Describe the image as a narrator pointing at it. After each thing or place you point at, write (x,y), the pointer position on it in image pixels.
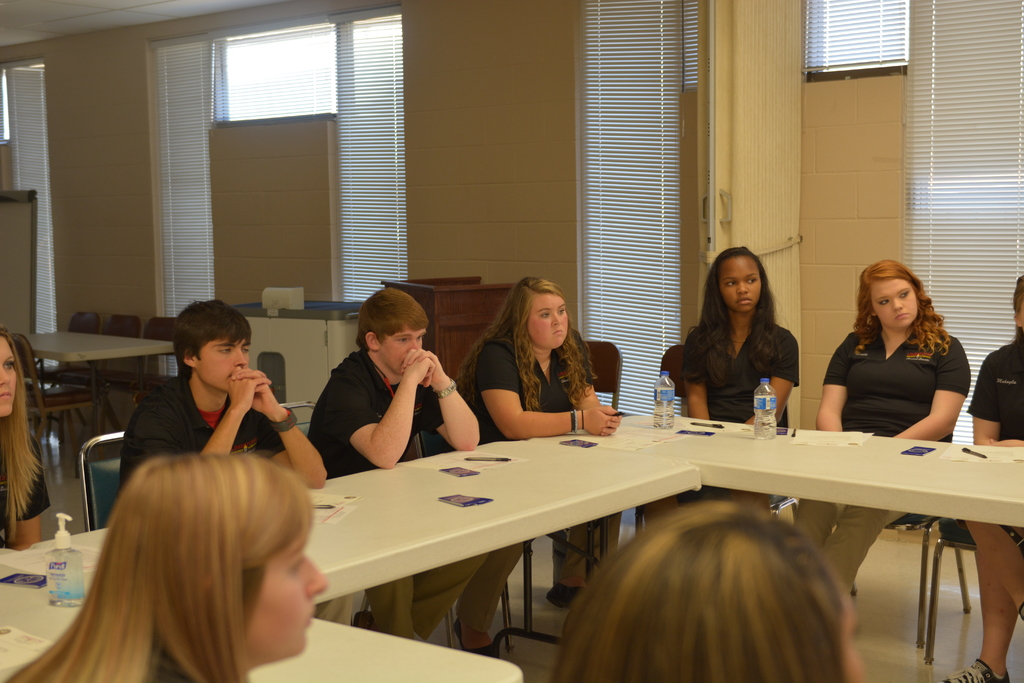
In this picture there are group of people (515,400) sitting on a chair (99,492). There is a table (498,501) in front of them, on the table (720,429) there are bottles (770,419), cards (462,495), sanitizer bottle (70,565). In the background (341,230) there are windows (341,192), empty chairs (157,325), board (7,212).
